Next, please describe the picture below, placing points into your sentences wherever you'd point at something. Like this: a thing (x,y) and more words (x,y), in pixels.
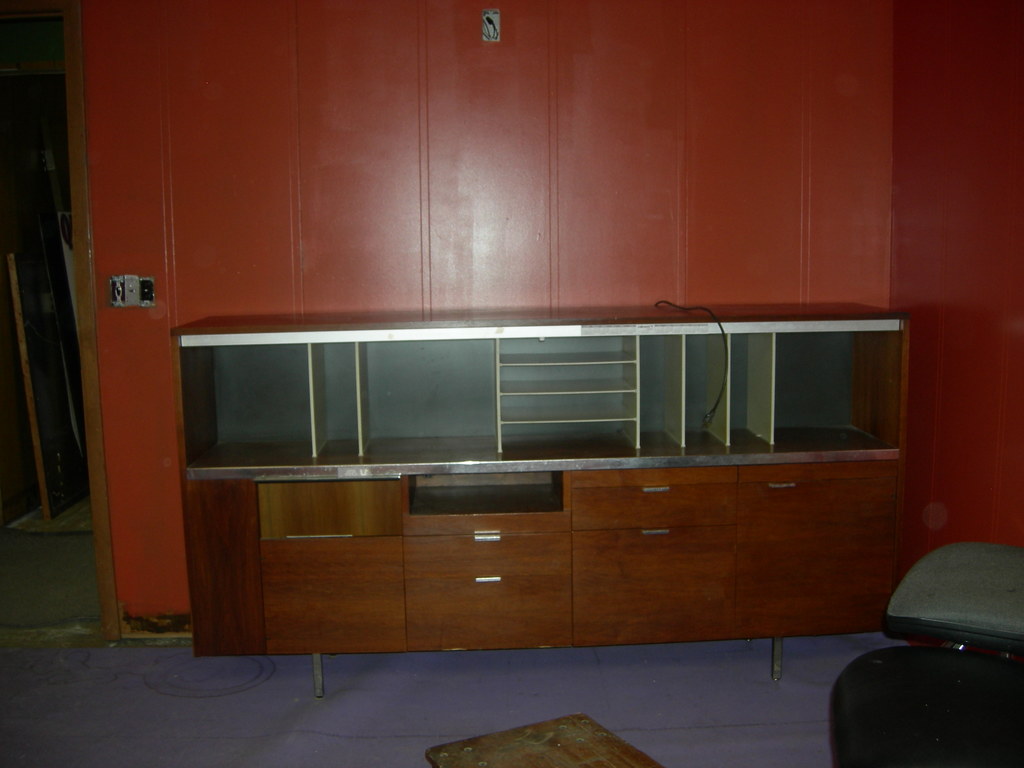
In this image there is a cupboard (638,525) in the middle (545,397). To the cupboard (569,431) there are drawers (644,509). In the background (551,184) there is a wall (451,174). On the right side (986,579) bottom there is a chair (870,660). In the middle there is a stool (549,750).
